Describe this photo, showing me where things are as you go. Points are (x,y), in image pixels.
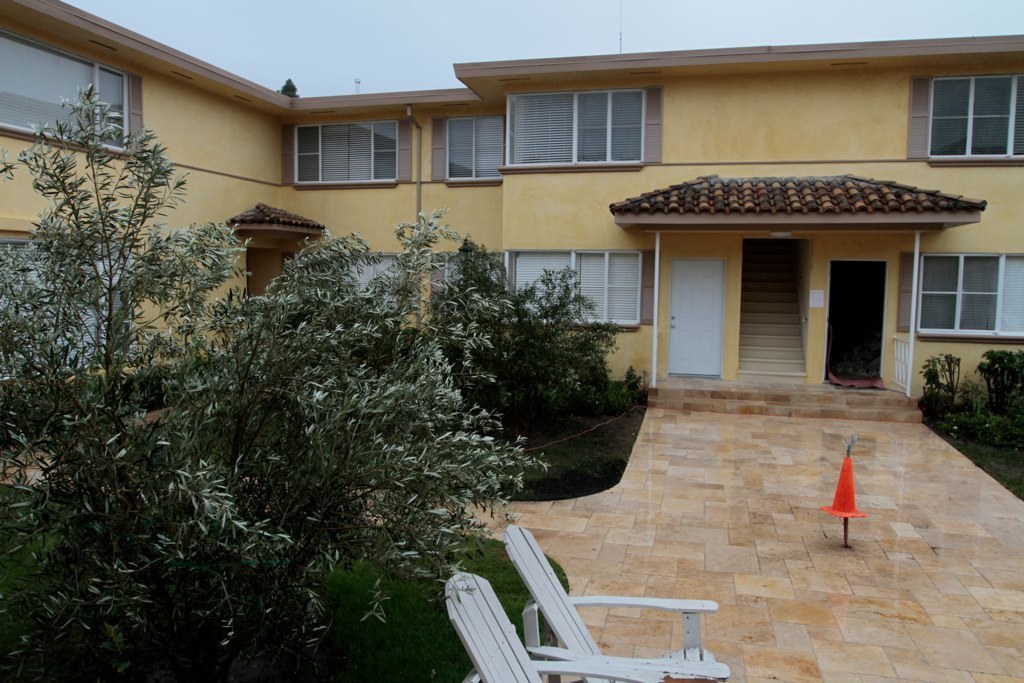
In this image I can see two wooden chairs (555,661) and they are in white color, trees (505,383) in green color, a pole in orange color. Background (229,162) I can see a building (331,109) in yellow color and I can also see few glass windows (573,153) and the sky (326,37) is in white color.
